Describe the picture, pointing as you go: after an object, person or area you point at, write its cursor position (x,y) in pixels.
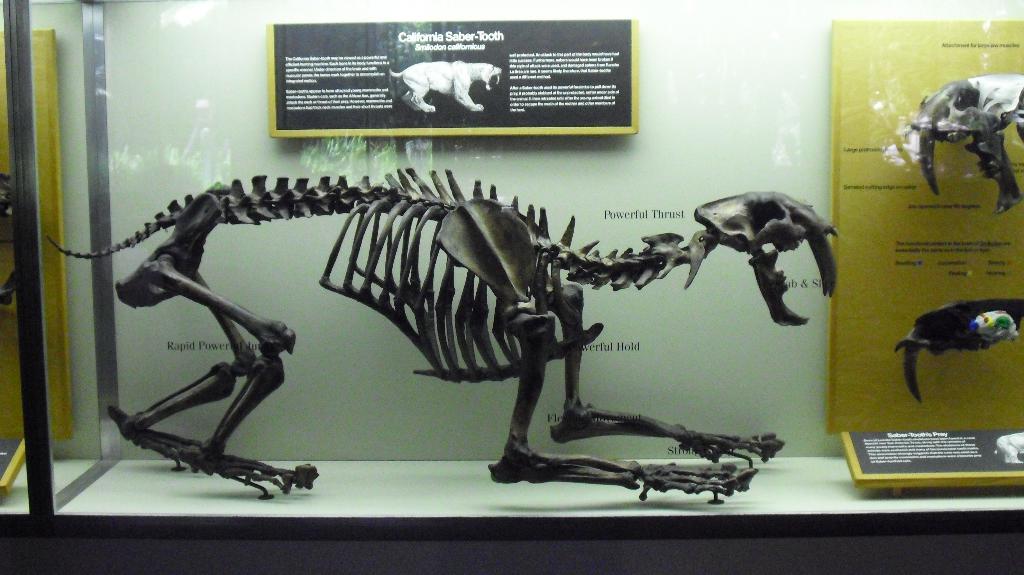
In the center of the image (492,253) we can see bones (391,266) of the animal (143,274) placed in glass (109,170). In the background (542,84) we can see board (892,186) and wall (730,104).
